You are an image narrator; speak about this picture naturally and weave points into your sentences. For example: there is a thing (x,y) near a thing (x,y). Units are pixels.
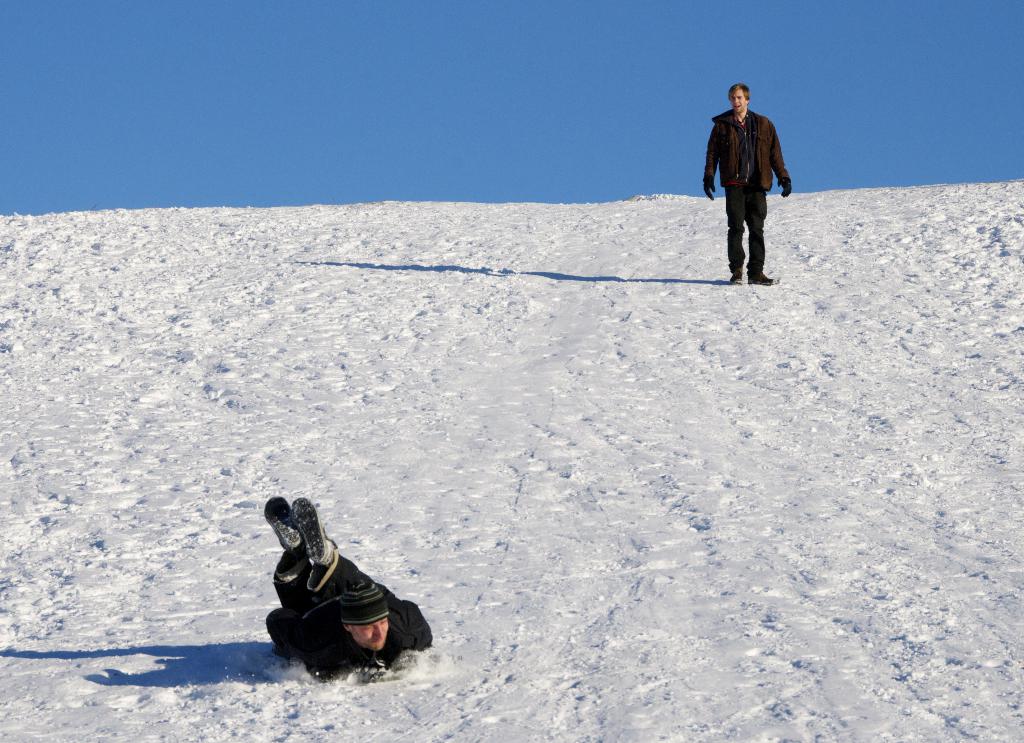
This picture is clicked outside the city. In the foreground (321,648) we can see a person (312,569) seems to be lying on the ground (764,622), the ground (542,381) is covered with the snow (279,399). On the right (746,135) we can see another person (745,123) wearing a jacket (764,179), gloves (788,192) and standing on the ground (781,305). In the background (429,68) we can see the sky (439,56).
